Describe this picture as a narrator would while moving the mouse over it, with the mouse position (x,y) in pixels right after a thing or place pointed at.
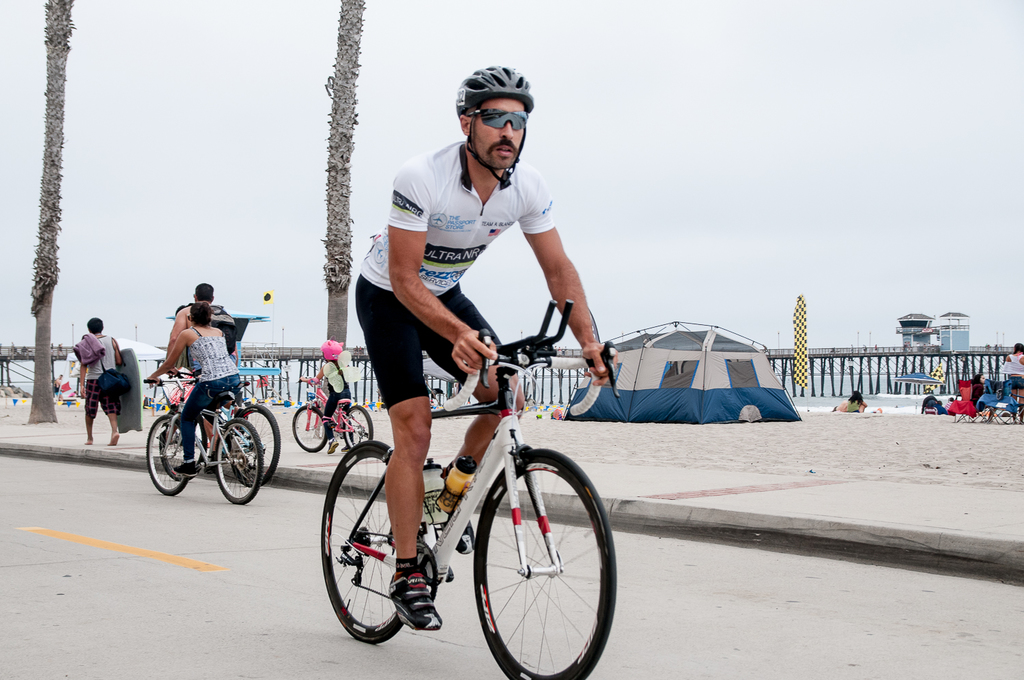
There is a man (429,402) who is riding a bicycle (506,417) by holding its handle (504,349) and wearing a helmet (472,80) and the spectacles (497,123). At the back side (101,367) there are three other people (224,387) who are riding bicycle (246,417) and one man (111,355) is walking on side walk (111,451) by holding a bag (113,378). At the background (53,324) we can see two trees (45,294) and white sky (241,84). On the right side (703,356) there is a tent (700,358) and sand (851,415) and a umbrella (919,376).
